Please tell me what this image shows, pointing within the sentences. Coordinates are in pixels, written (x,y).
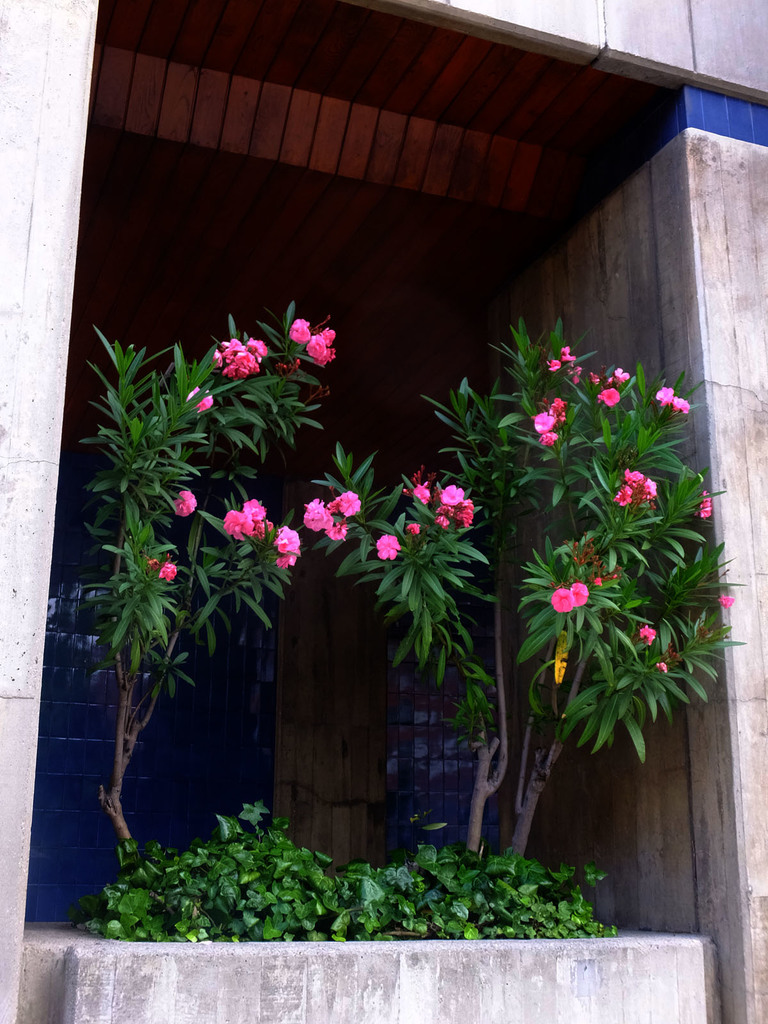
This picture looks like a building (62,591) and I can see plants (375,524) with flowers (346,501).
